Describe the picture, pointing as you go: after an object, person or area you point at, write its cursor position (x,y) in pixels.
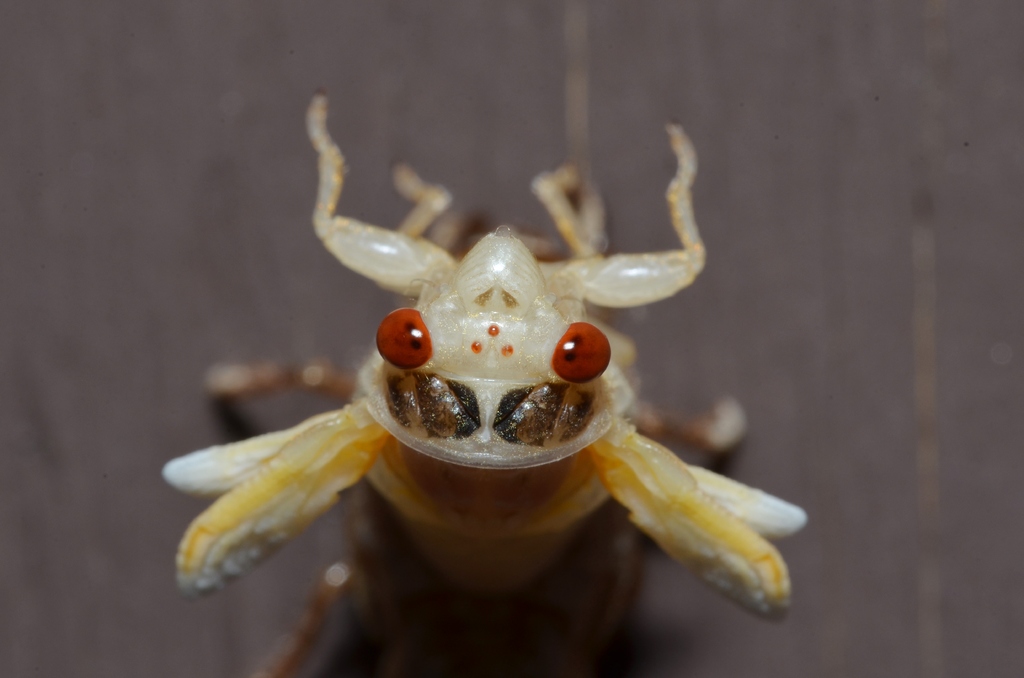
In this picture I can observe an insect (492,473) which is in cream color. The background (25,116) is blurred.
